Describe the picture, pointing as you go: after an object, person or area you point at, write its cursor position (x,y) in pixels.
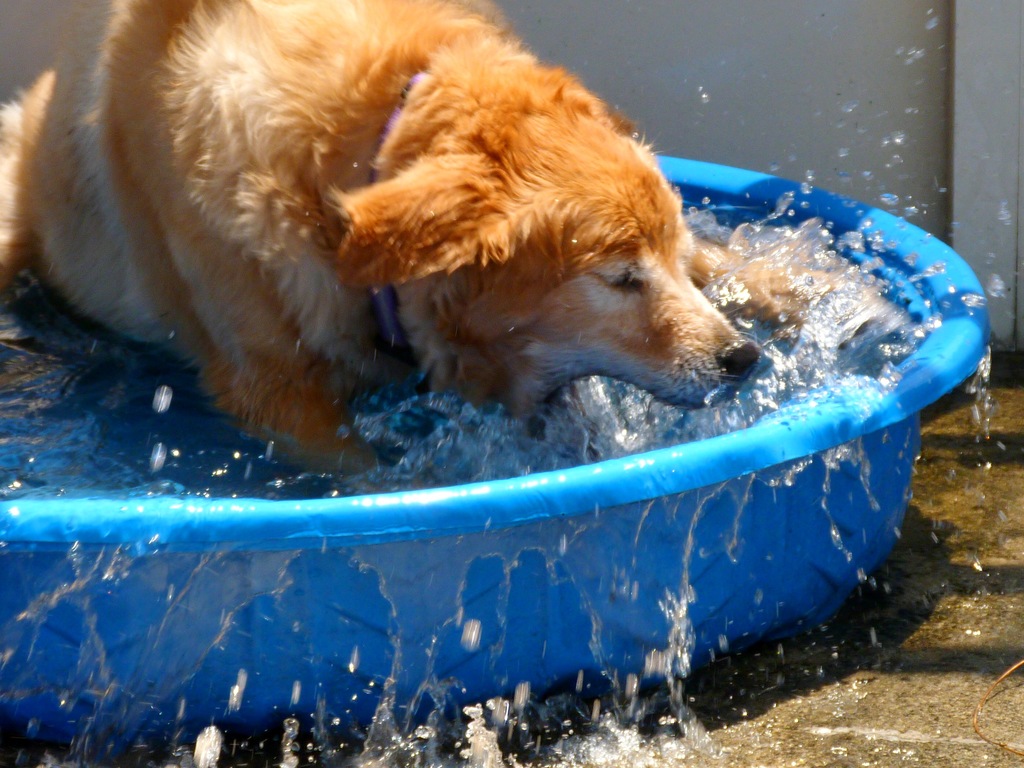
In this picture we can observe a dog (471,185) which is in white and brown color in the water tub (293,529). We can observe a blue color water tub (485,628) on the floor (928,524). In the background (745,79) there is a white color wall (745,79).
